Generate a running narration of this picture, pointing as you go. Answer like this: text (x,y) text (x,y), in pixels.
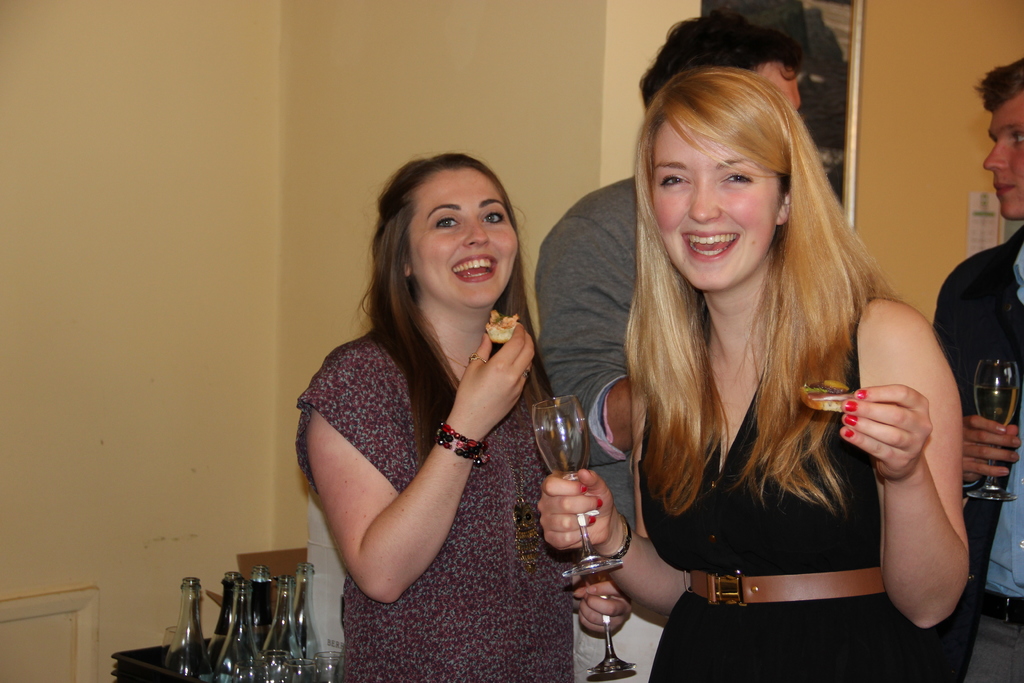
In this picture both women (799,129) are laughing and in the backdrop (616,239) there are two persons (1003,217) speaking.
